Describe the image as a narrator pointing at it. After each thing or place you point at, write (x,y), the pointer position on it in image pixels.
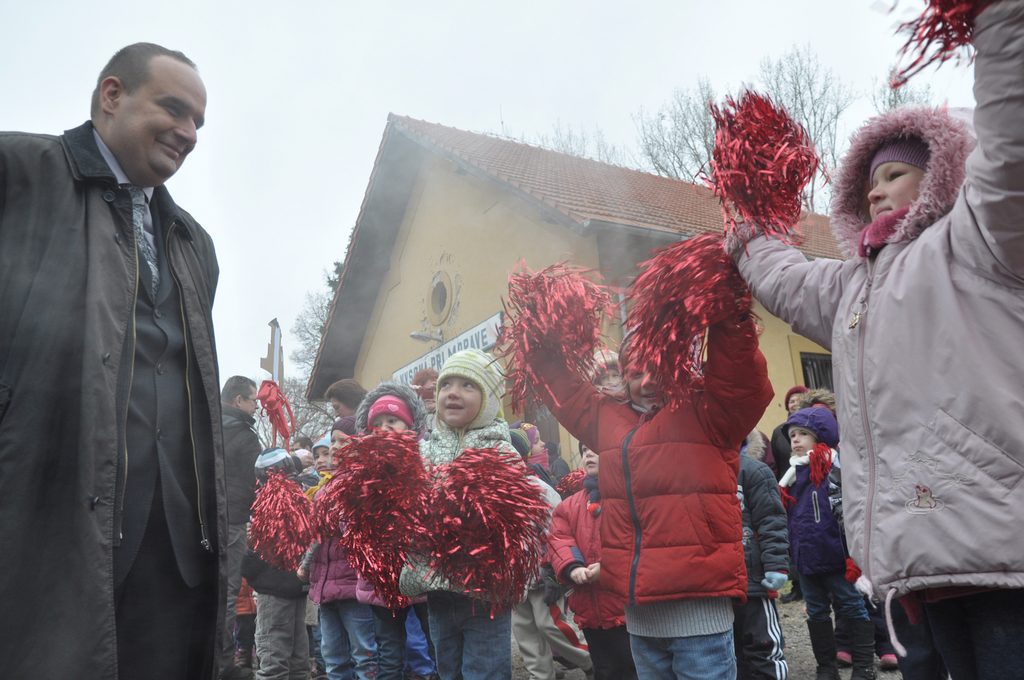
In this picture I can see a person (134,273) with a smile on the left side (107,213). I can see a few children (483,387) holding red color objects (475,456) on the right side (712,328). I can see a few children (735,412) on the right side (808,413). I can see the house (471,257). I can see trees (591,147) in the background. I can see clouds (517,97) in the sky (486,99).
